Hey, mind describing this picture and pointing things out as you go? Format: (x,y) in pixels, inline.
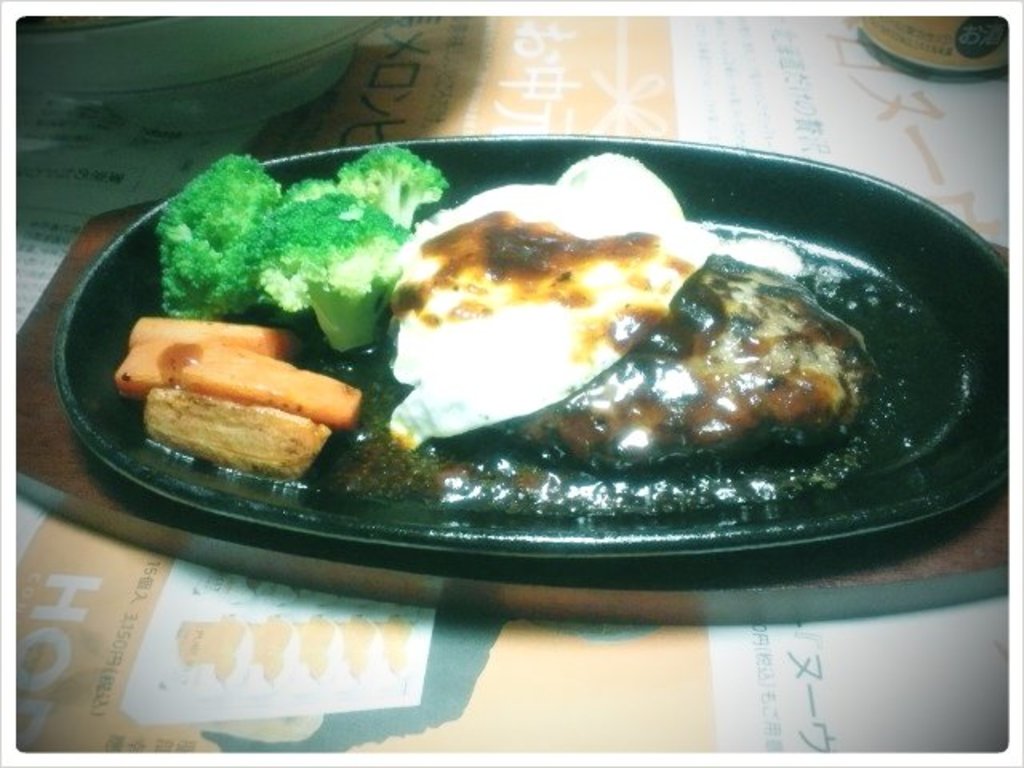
In this image we can see the table (351,632) with the text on it. We can also see the wooden object (962,558) and on the object (947,553) we can see the plate (682,176) of food items (471,469). We can also see the bowl (216,54) in the background (345,49).
